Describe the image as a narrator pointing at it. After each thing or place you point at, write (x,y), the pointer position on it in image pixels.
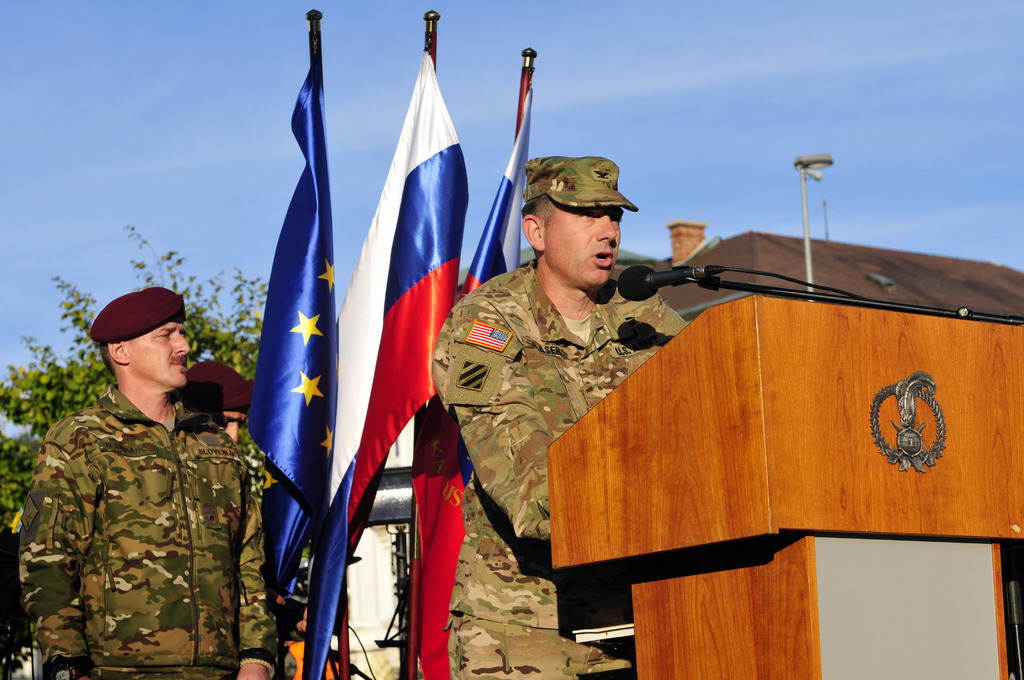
In this image, we can see a person (509,407) wearing clothes (509,407) and standing in front of the mic (629,284). There is a podium (790,468) in the bottom right of the image (851,645). There is a roof (909,272) and pole (811,267) on the right side of the image (845,265). There are flags (304,319) in the middle of the image (364,307). There is an another person (215,610) in the bottom left of the image (133,580). There is a branch (44,377) on the left side of the image (52,400). At the top of the image (617,41), we can see the sky (265,51).
